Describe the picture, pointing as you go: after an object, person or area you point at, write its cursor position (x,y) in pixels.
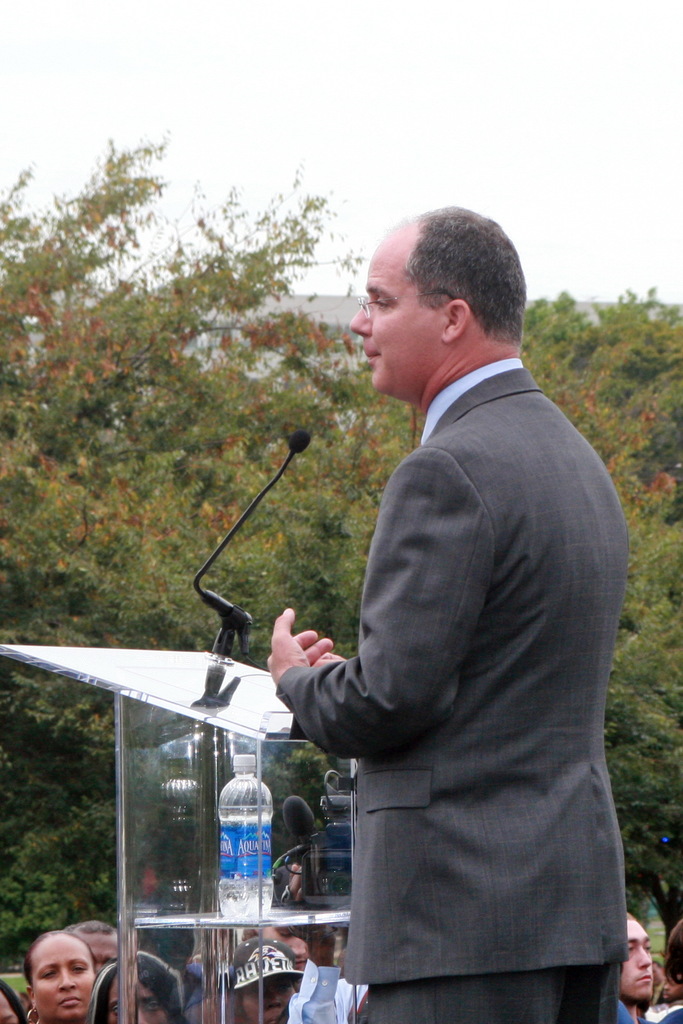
In this picture we can see a person (533,705), in front of him we can see a podium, mic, bottle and people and in the background (571,171) we can see trees (652,462), building (682,309), sky (582,166).
